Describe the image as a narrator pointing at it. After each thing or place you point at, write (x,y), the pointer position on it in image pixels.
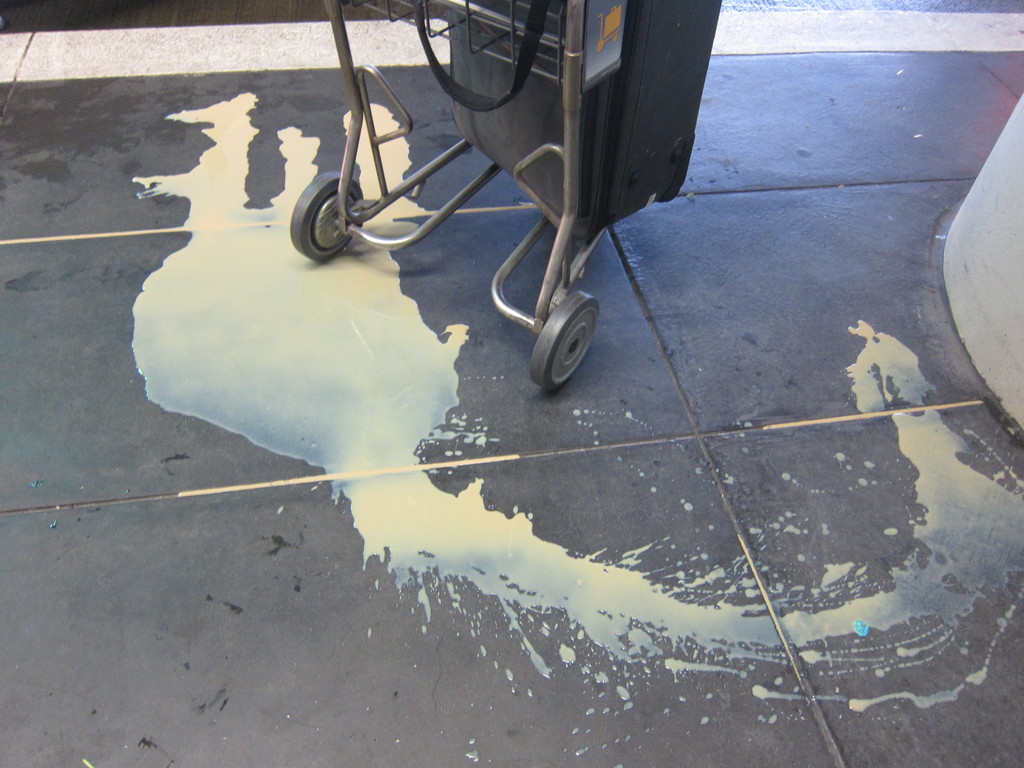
At the bottom (584,525) we can see floor (451,458) and some liquid (266,238). In the middle (542,288) there is a stroller like vehicle (353,145). On the right (997,228) it looks like a pillar (988,287).
